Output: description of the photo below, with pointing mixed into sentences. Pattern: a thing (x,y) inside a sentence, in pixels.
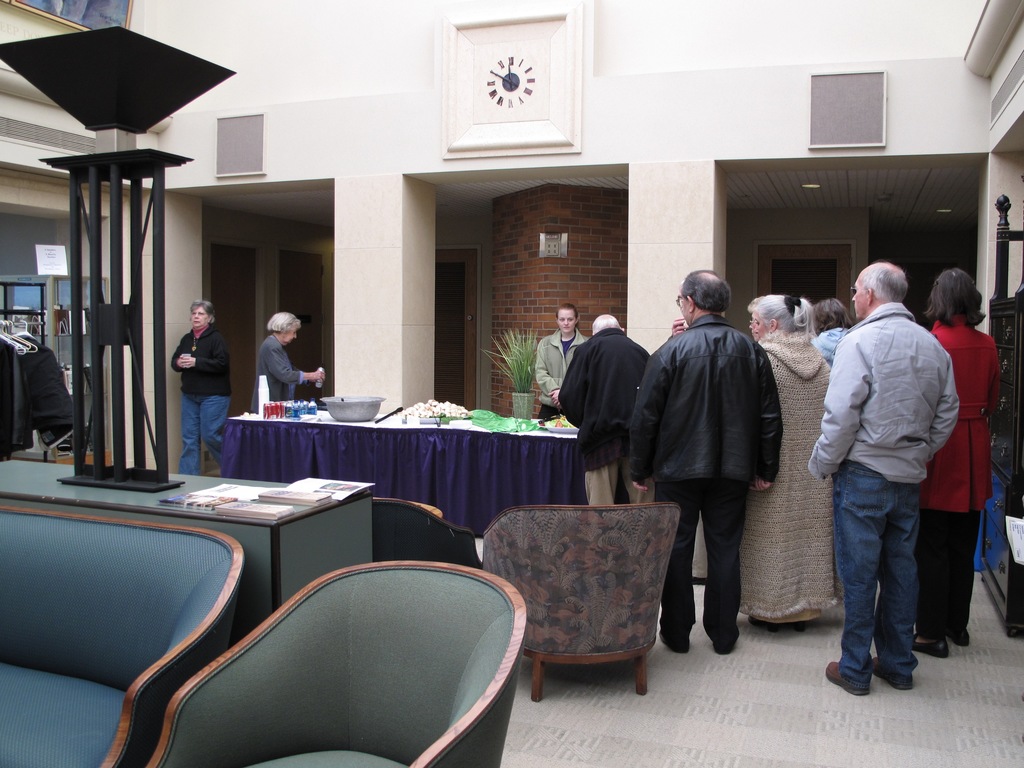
In this picture there are a group of people (796,396) standing and there is a sofa (452,569) and couch (268,659) provided, there is also table (493,477) here with some food items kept on it and is a woman (558,323) standing over here is a plant (516,362) beside her, and some books (251,492) here and on the wall (386,115) is a clock (561,128).
